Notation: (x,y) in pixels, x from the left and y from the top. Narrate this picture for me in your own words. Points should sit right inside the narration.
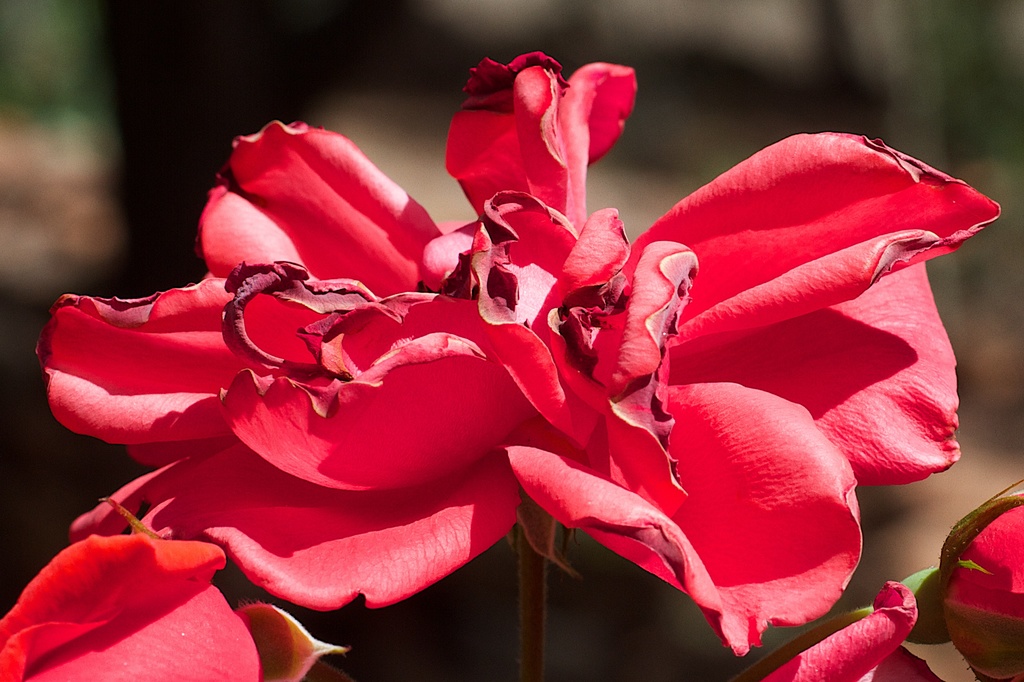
In this image we can see the red color flowers (483,441) and the background (202,100) is blurred.
